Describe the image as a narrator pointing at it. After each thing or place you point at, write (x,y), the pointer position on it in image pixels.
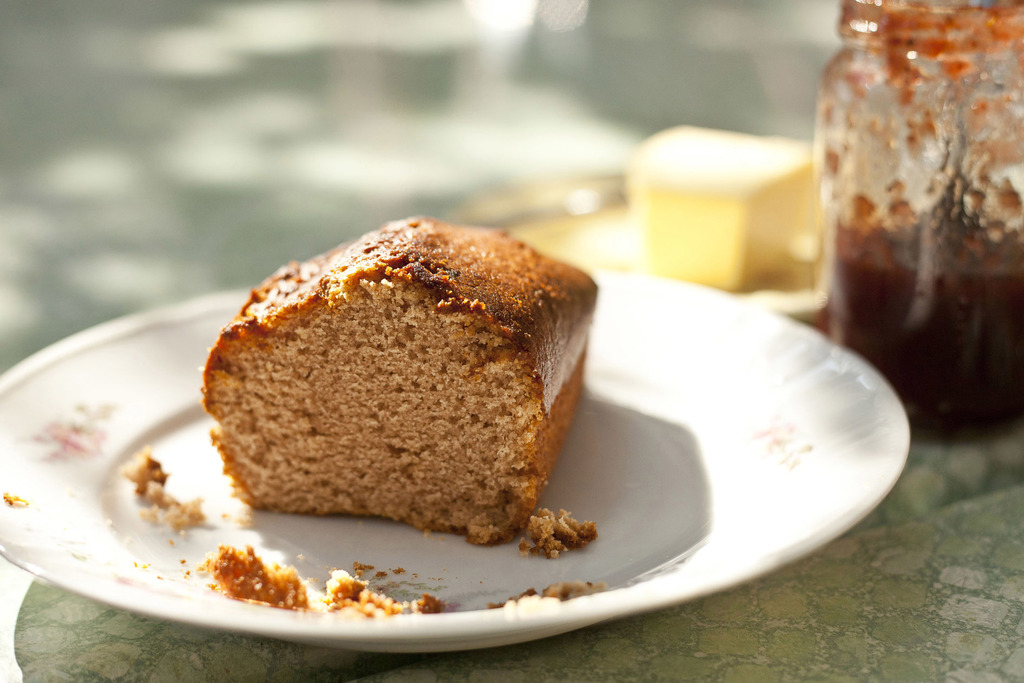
This image consists of a bread (563,418) kept on a plate (627,611). At the bottom (357,663), there is a table (961,631). On the right (880,193), we can see a jar (906,282). And the background (37,75) is blurred.
